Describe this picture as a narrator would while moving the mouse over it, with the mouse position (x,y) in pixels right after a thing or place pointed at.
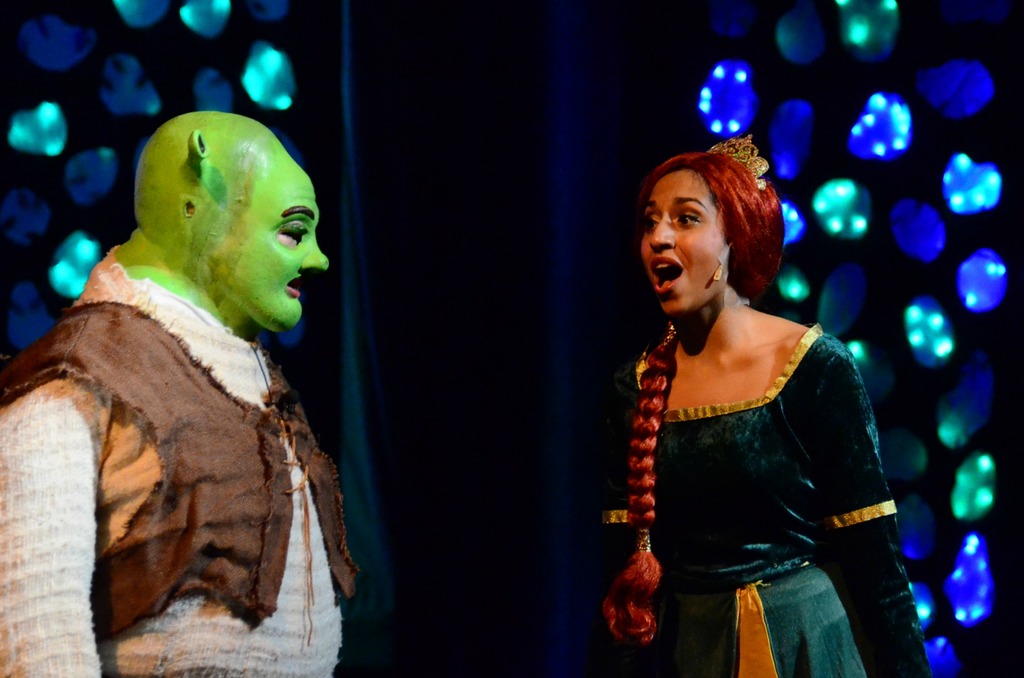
In this picture we can see there are two people (150,469) in the fancy dresses (245,564). Behind the people (226,464) there is the dark background (409,286) and lights (838,269).
